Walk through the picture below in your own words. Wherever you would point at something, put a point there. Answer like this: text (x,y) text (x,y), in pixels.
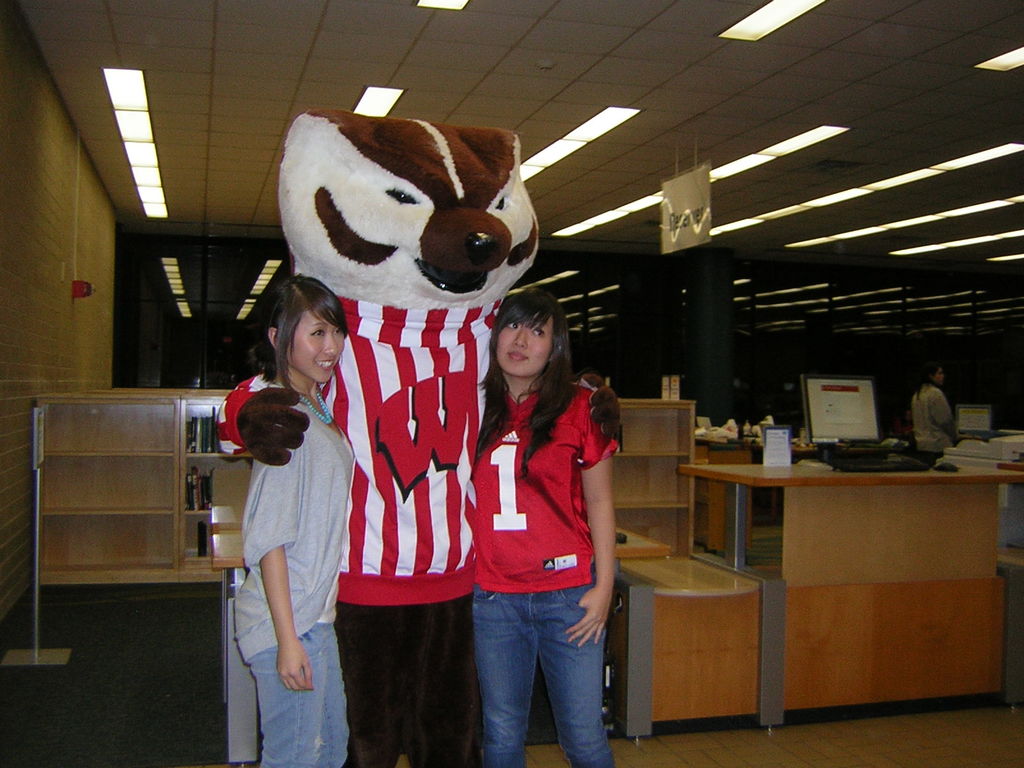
Here we can see a mascot (417,378) and two women (323,467) are standing on the floor (626,746). There are tables (865,557), racks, books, monitors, keyboard (910,461), mouse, and few objects (1017,451). Here we can see a person (932,399). In the background (869,314) we can see lights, ceiling (700,133), and wall (77,322).
